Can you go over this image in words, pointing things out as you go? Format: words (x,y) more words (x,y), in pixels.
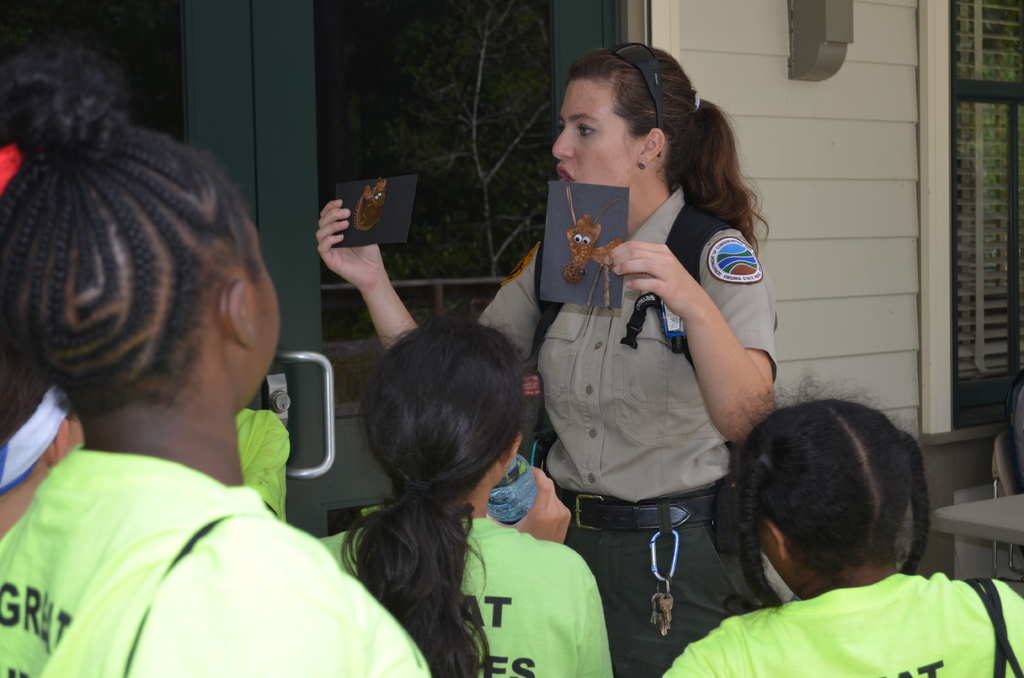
In this image I can see a person (653,358) standing and holding some cards (363,223). Also there are few people (246,656) standing. There is a wall (716,80) with window (993,206) and a glass door (397,126). Through the glass door (430,281) I can see trees (418,164).
